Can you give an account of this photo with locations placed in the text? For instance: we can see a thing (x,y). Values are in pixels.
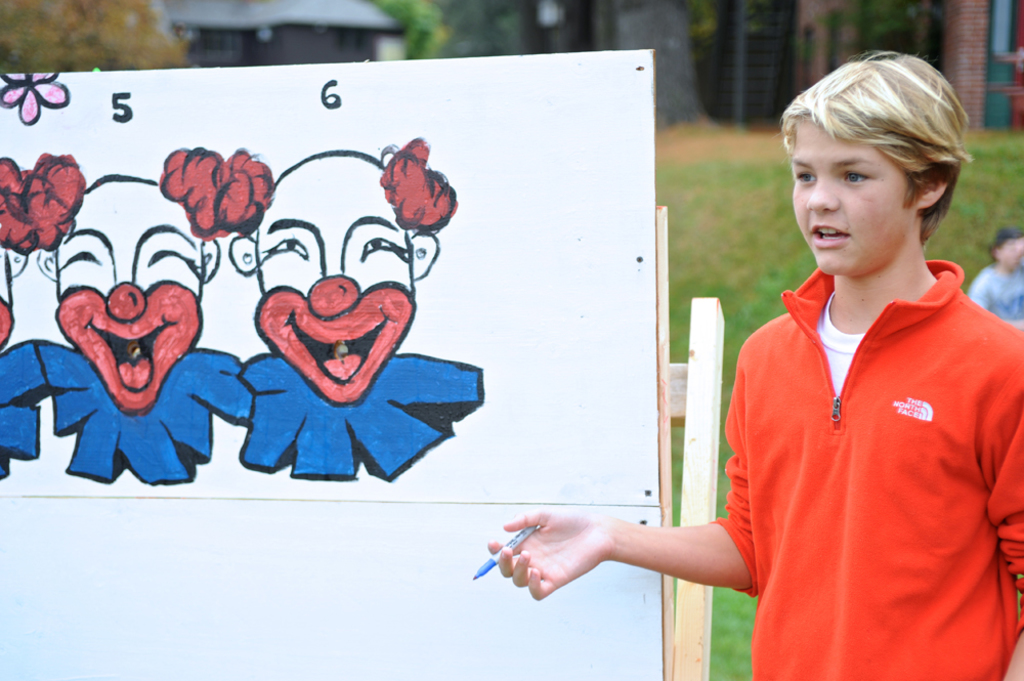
In this image we can see a boy (738,456) is standing, beside there is a board (302,305) and painting (347,303) on it, at the back (427,41) there are trees (639,38), there are buildings (970,102), there is grass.
